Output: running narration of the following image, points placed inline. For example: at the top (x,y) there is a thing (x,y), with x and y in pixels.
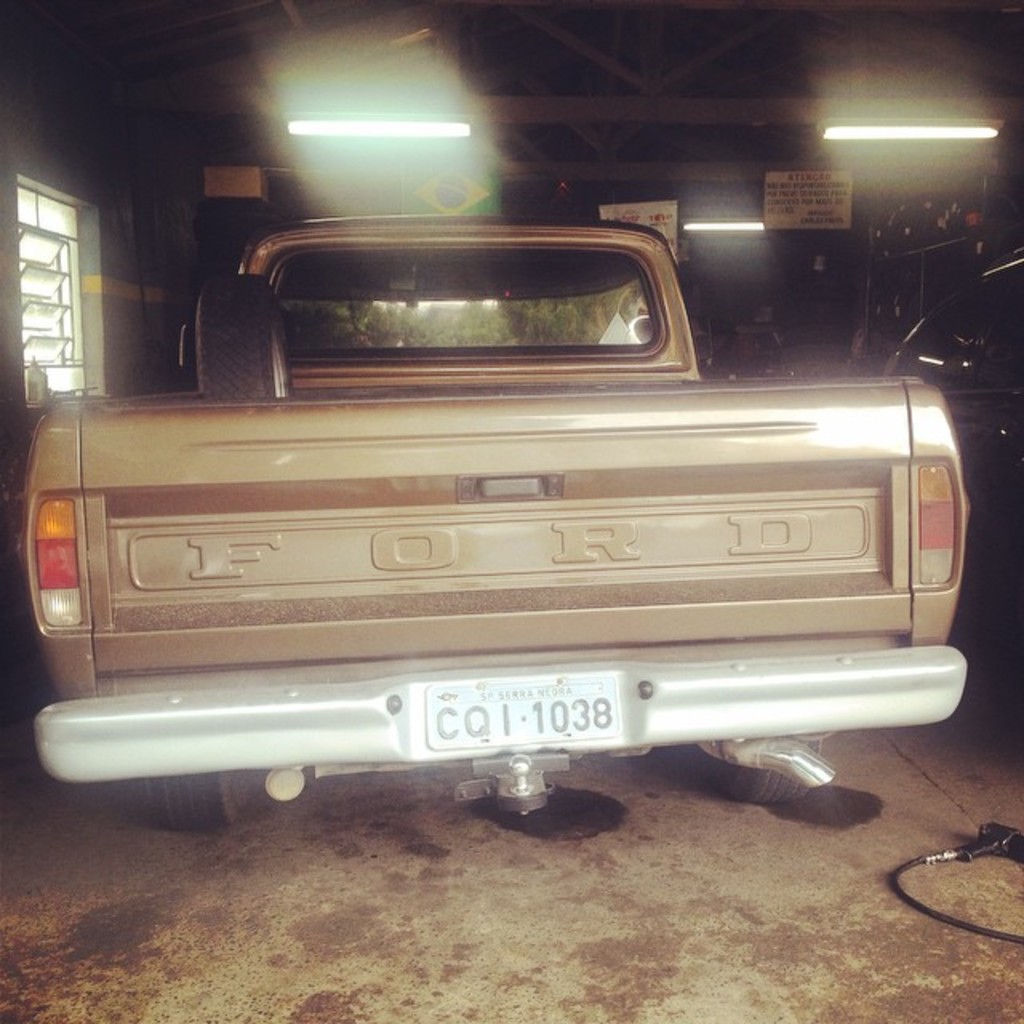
In this picture, we see a vehicle (447,305) and a number plate (431,687) in white color. In the right bottom (975,928), we see a wire (938,854) and an object (993,836) in black color. On the right side (1008,535), we see a black car (972,411). In the background (859,279), we see a wall (752,301). At the top (697,231), we see the lights (724,231) and the roof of the building (697,203). On the left side (146,258), we see a wall (109,304) and the windows (76,281). This picture might be clicked in the garage (737,876).
